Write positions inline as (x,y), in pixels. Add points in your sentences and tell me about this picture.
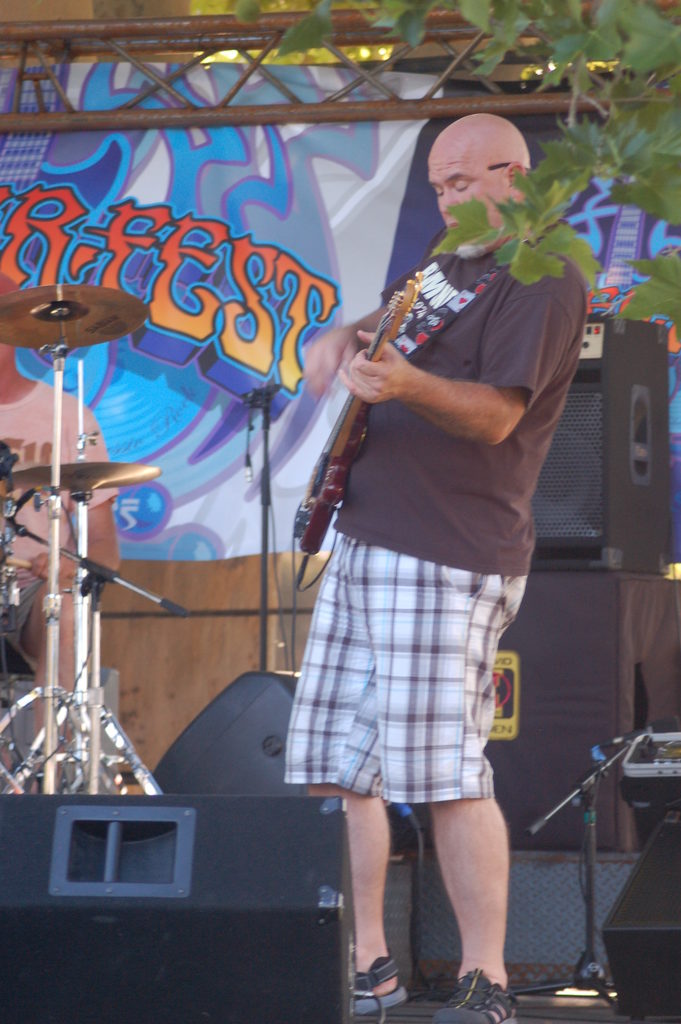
In this picture there is a man (404,489) playing guitar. There are other musical instruments (101,319). There is a loudspeaker (273,707) and a plant (544,185) at the background (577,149).
